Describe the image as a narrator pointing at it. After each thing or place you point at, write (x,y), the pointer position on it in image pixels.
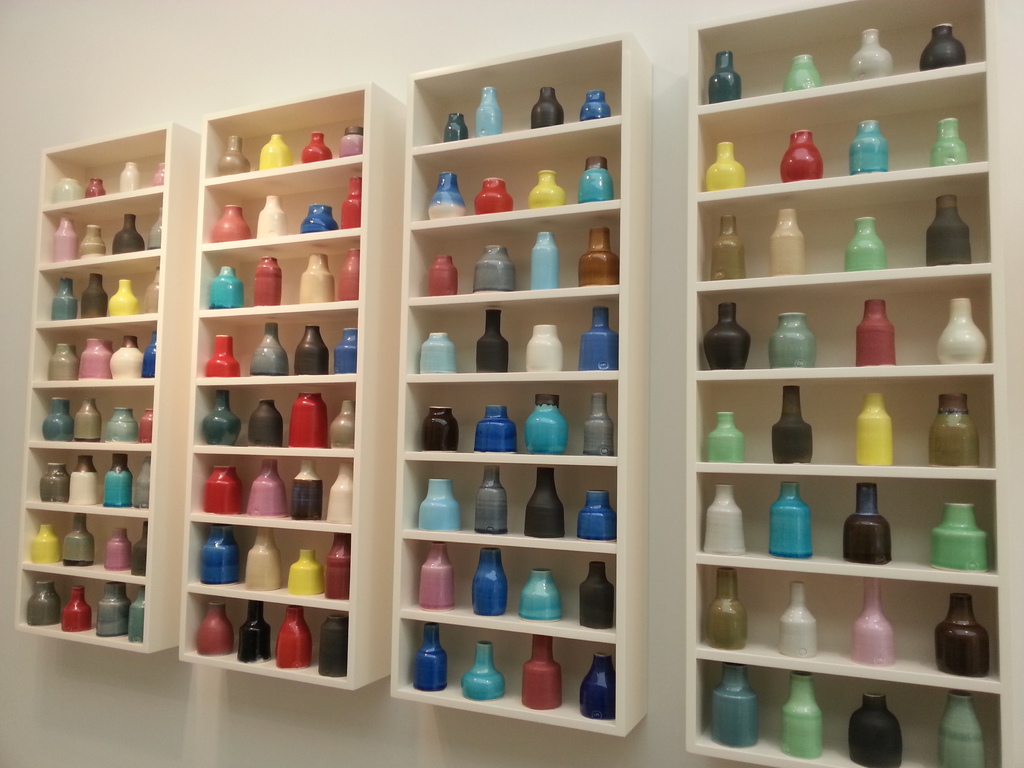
In this picture we can see bottles (267,587) in racks (851,318) and in the background (140,53) we can see the wall (185,38).
